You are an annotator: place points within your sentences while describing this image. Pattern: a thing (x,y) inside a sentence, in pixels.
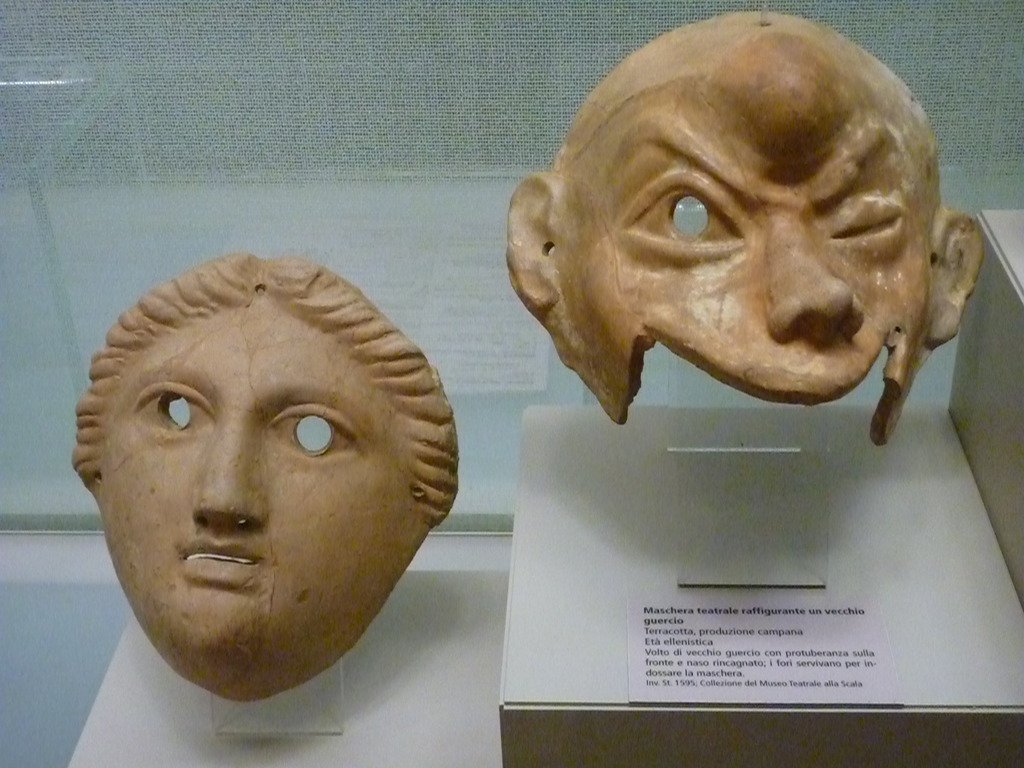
This image consists of masks (449,467) which are in the front (734,221). On the right side (739,662) there is some text (803,666) written on the paper (720,656).
